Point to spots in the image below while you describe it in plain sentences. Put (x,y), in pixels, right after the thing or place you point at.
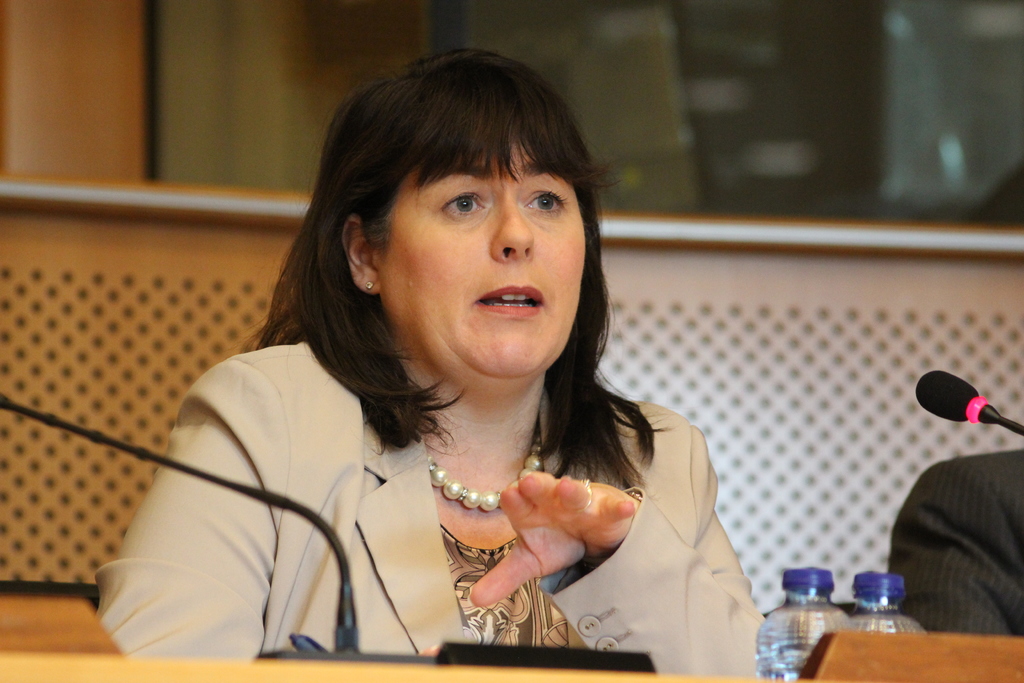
This picture describes about two people (621,441) seated on the chair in front of them we can see microphones (933,399) and bottles (805,606) on the table (135,672).
